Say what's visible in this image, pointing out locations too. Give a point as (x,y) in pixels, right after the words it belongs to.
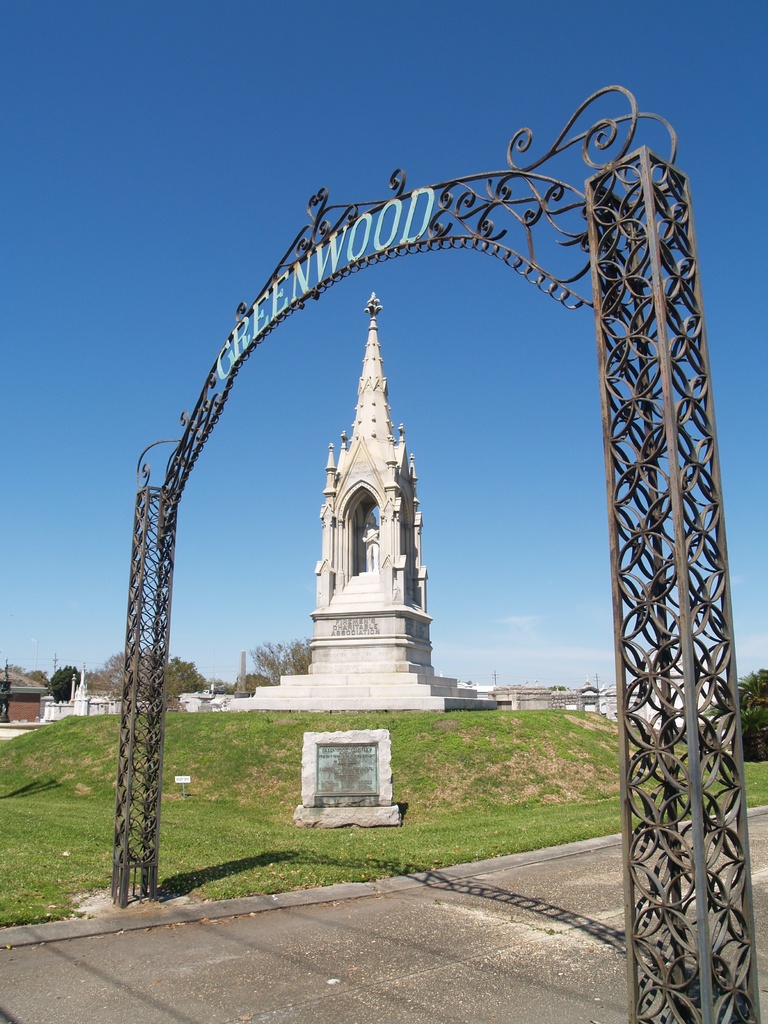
In this image in the front (123,786) there is an arch (259,305) with some text (374,245) written on it. In the background (374,597) there is a tower (369,605) and there are trees (62,671) and there's grass (218,751) on the ground (228,752) and there is a stone (346,764).
